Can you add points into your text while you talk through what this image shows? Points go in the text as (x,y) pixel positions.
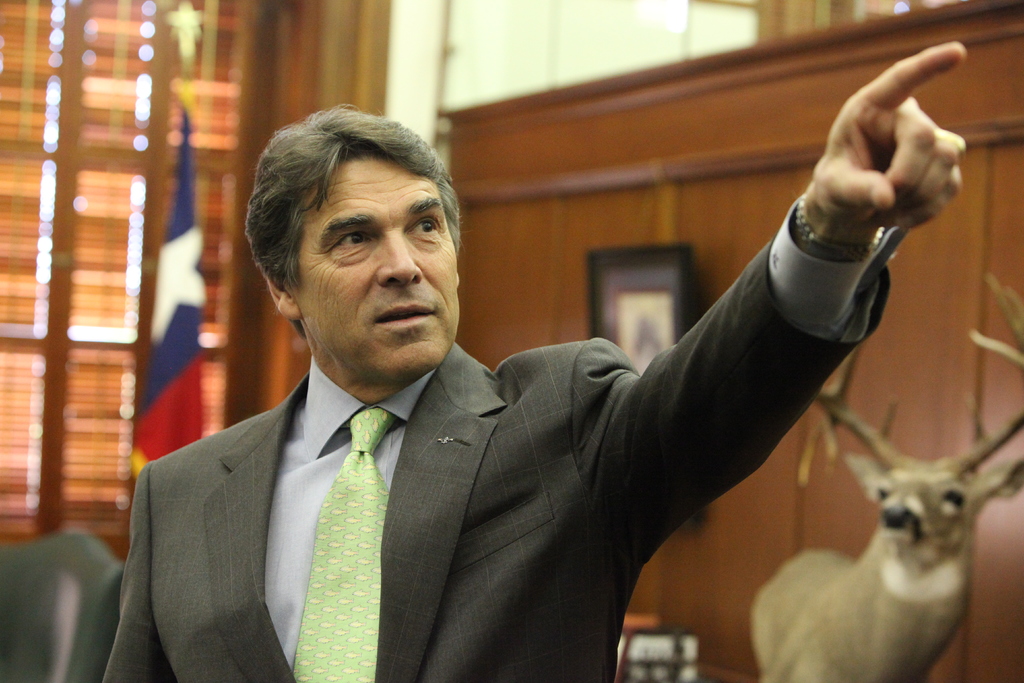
Here in this picture we can see a person (315,522) standing over a place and he is showing something with his hand (910,164) and we can see he is wearing suit (143,642) on him and behind him we can see a flag post (188,317) a deer doll (935,498) and portrait (683,312) present over there.
